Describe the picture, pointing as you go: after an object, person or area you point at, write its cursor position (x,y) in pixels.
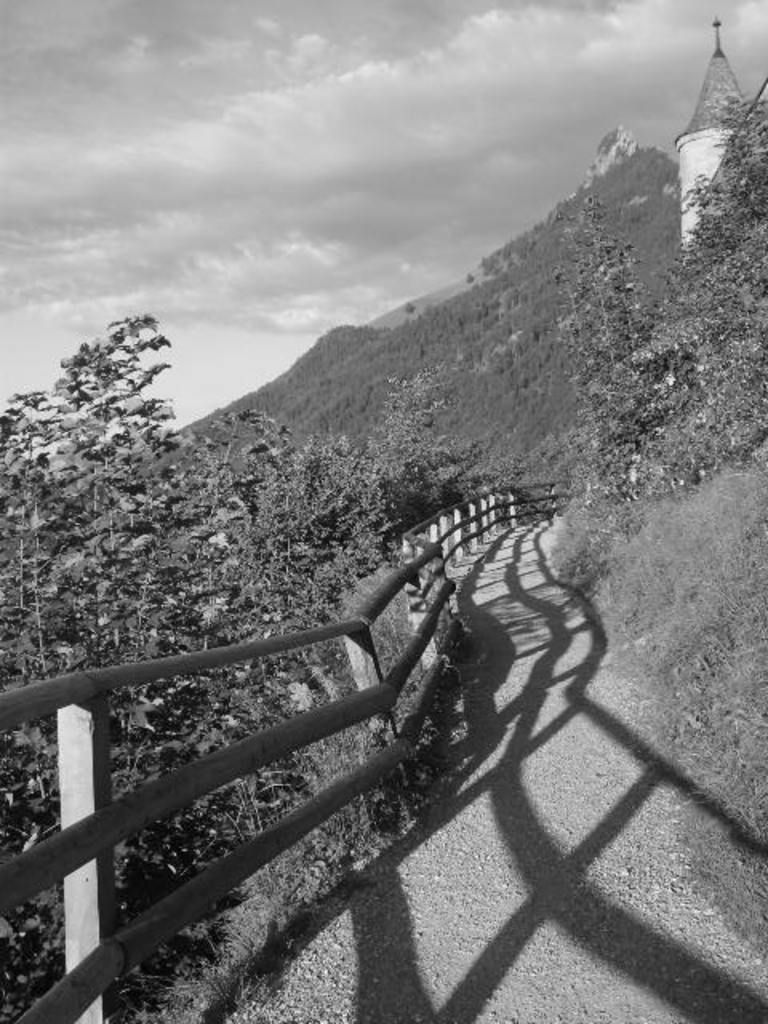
In this image in the front (410,666) there is a fence (377,668). In the background (102,548) there are trees (475,405) and on the right side (687,189) there is a tower (691,162) and the sky (415,166) is cloudy.
